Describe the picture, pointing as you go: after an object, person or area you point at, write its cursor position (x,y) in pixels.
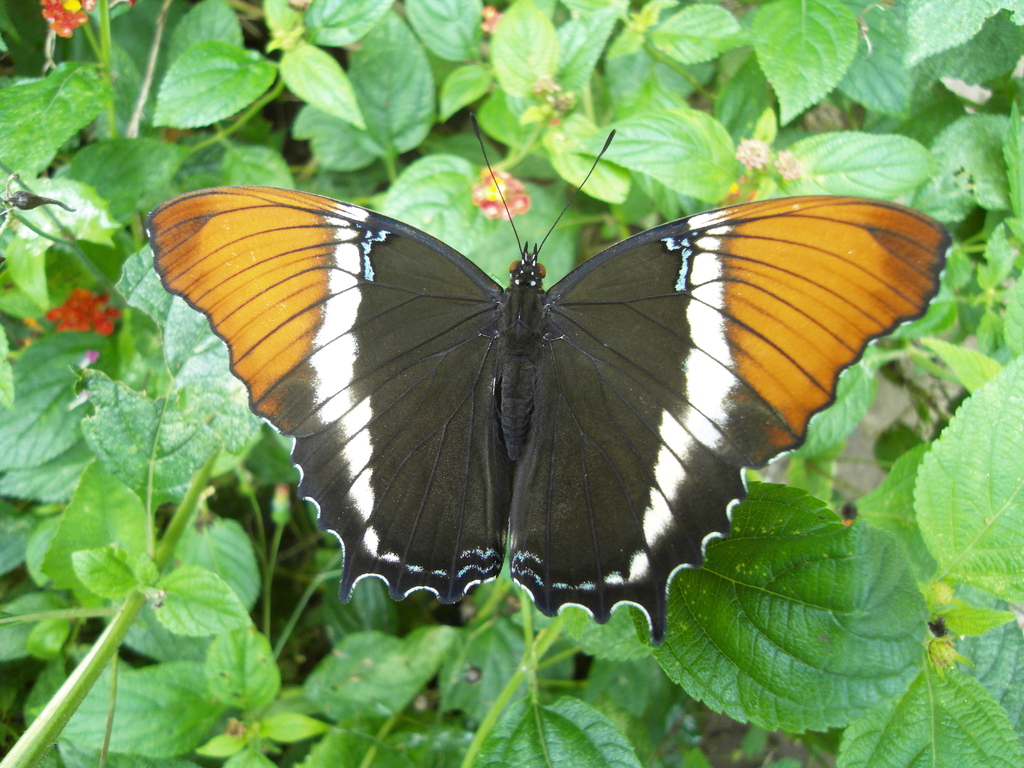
In this picture we can observe a butterfly (526,393) which is in black, white and yellow color. This butterfly (319,402) is on the green color plants (268,481). We can observe red color flowers (88,304).
